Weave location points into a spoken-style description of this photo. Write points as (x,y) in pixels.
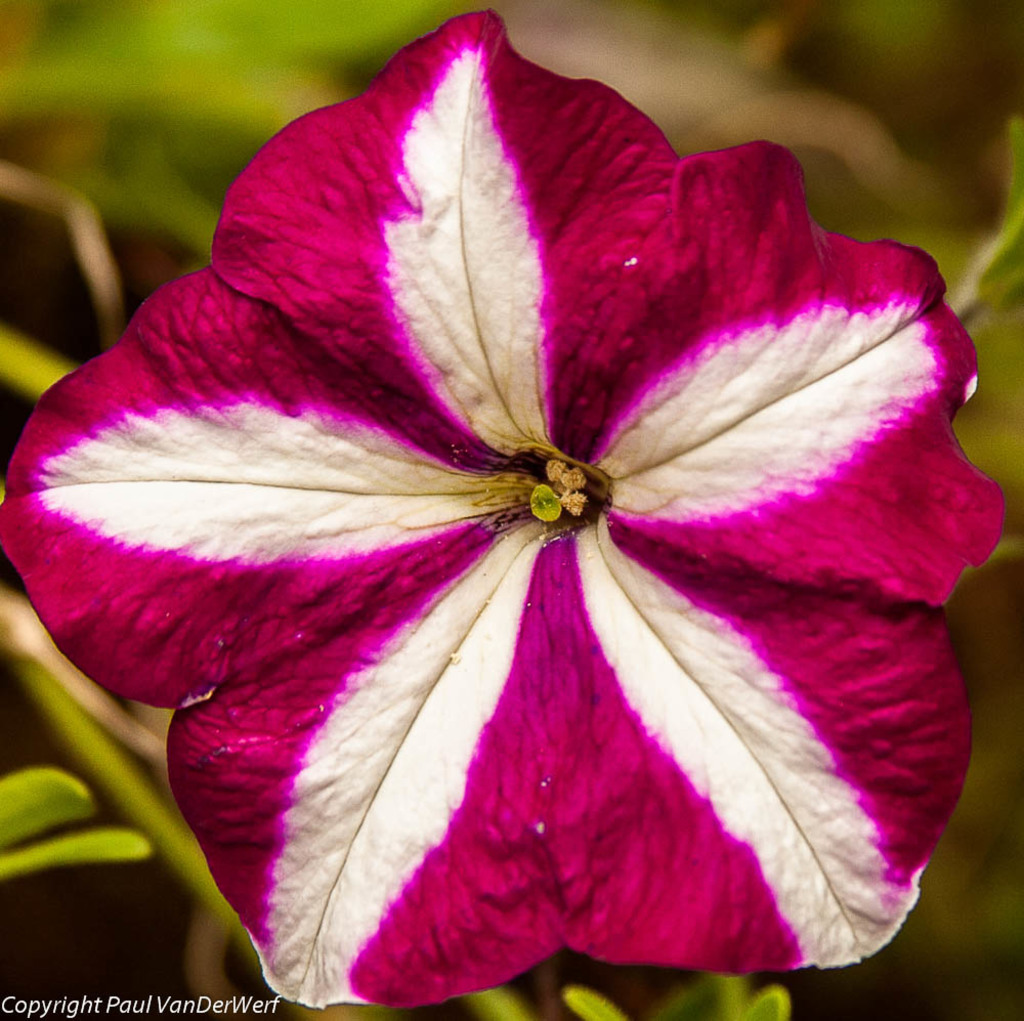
In this image in the foreground (338,312) there is a flower (516,477) and there is a blurry background (6,179), at the bottom of the image (199,1001) there is text (49,1006).
